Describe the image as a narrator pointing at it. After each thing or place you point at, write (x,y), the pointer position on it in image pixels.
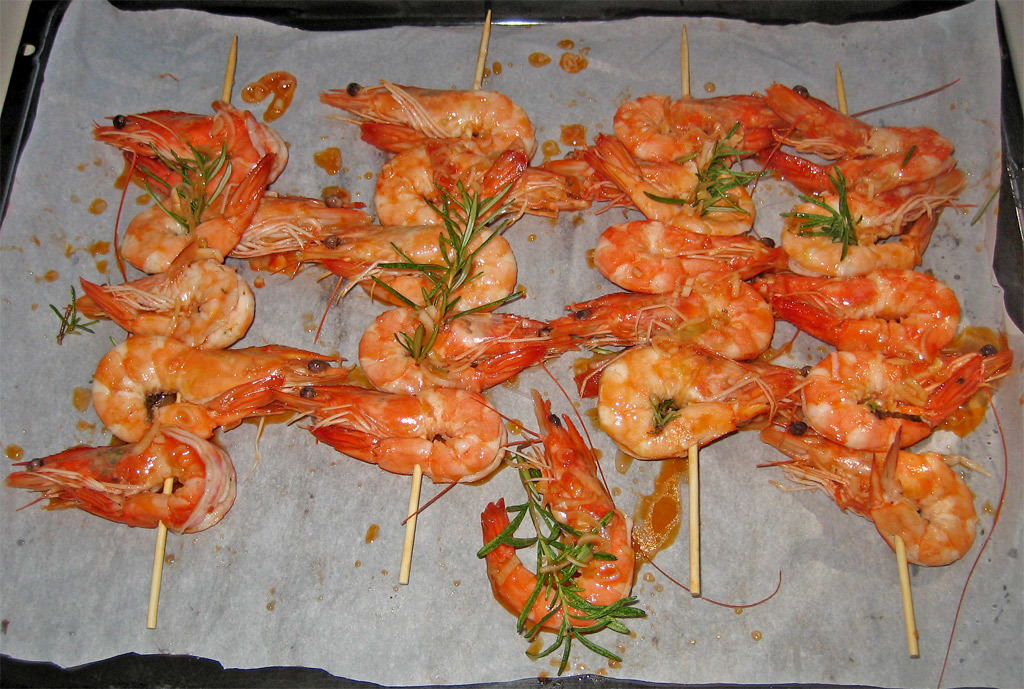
In this image we can see a tray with some food (424,395) and also we can see a paper (661,51).
